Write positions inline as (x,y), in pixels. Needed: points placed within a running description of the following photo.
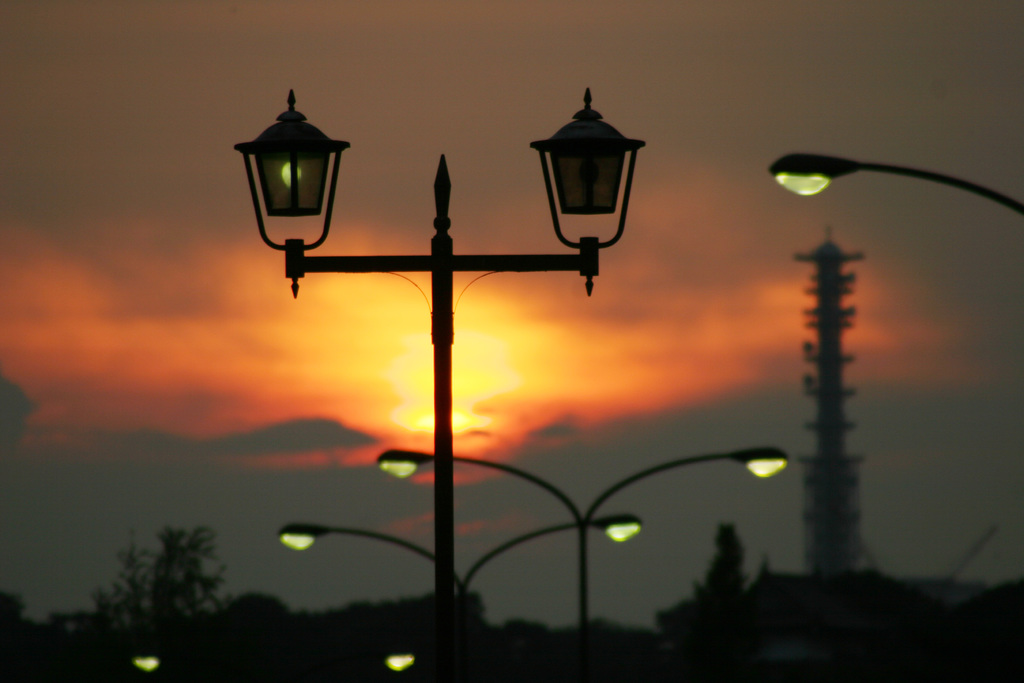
In this image we can see street lights (447,498), poles (483,557), tower (843,460), trees (289,622) and other objects (787,600). In the background of the image (618,384) there is the sky (785,227).
